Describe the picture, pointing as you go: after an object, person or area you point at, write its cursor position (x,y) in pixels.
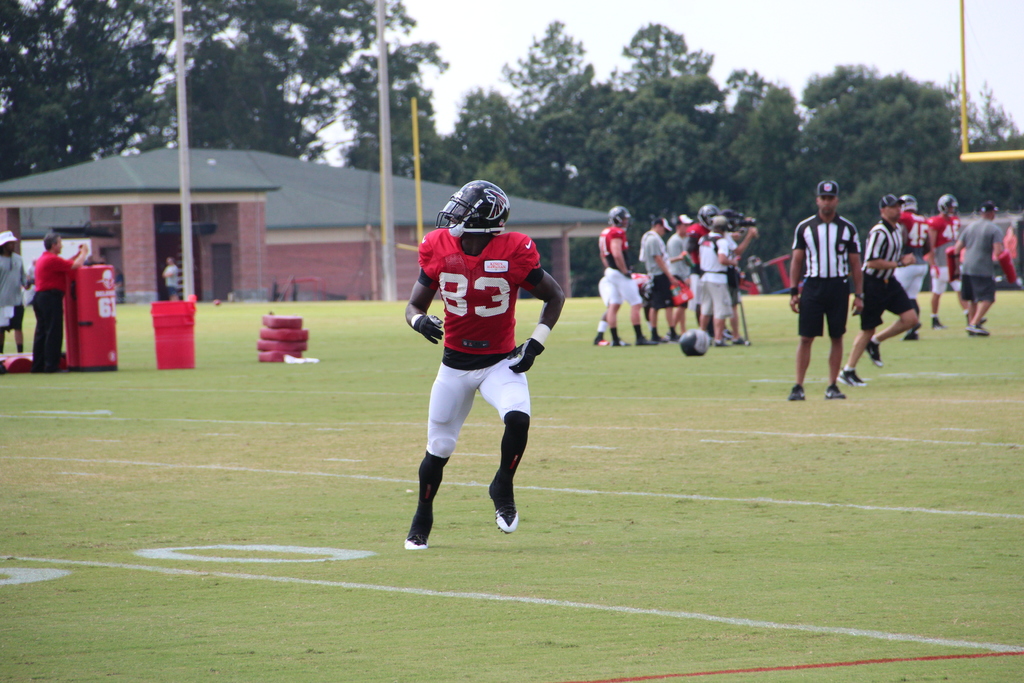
In this picture there is a player (515,448) in the center of the image (542,271) and there are other players (625,222) on the right (699,283) and left side of the image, on the grass floor (467,503), there are houses (97,194) and trees (954,186) in the background area of the image (393,157) and there are poles (382,173) in the image.
